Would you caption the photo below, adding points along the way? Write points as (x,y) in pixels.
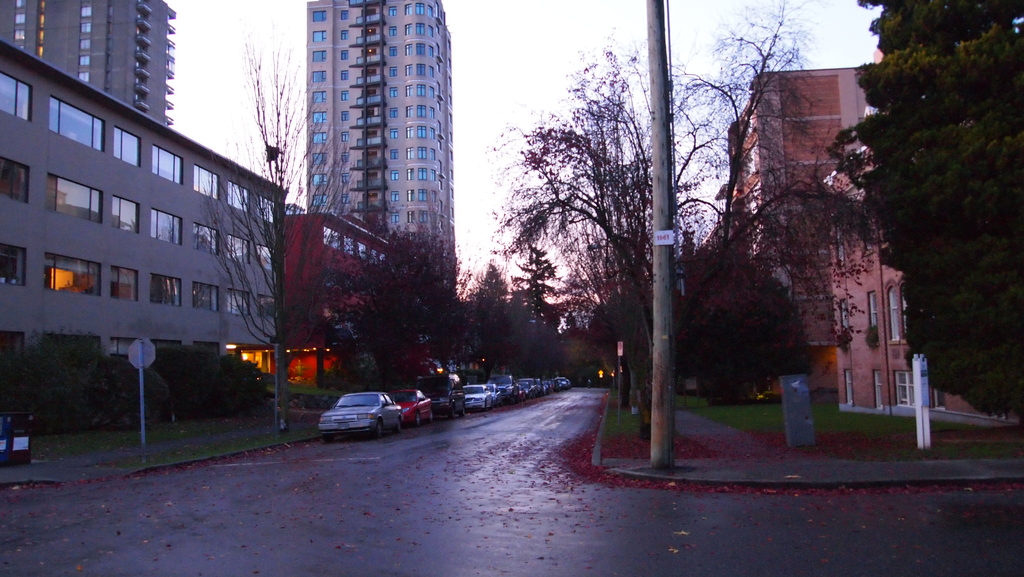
The picture is taken outside a city (337,358) on the street (475,424). On the right side of the picture (810,182) there are buildings (861,348), trees (773,264), poles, grass (754,420), footpath (696,434) and dry leaves (617,451). In the center of the picture (425,284) there are cars (331,426), trees (446,349), grass (732,406), road (461,430) and dry leaves (610,438). On the left side of the picture (112,140) there are buildings (252,175), trees (283,329), plants (138,389), grass (91,446), dustbin (12,432) and a sign board (140,352). It is cloudy.
